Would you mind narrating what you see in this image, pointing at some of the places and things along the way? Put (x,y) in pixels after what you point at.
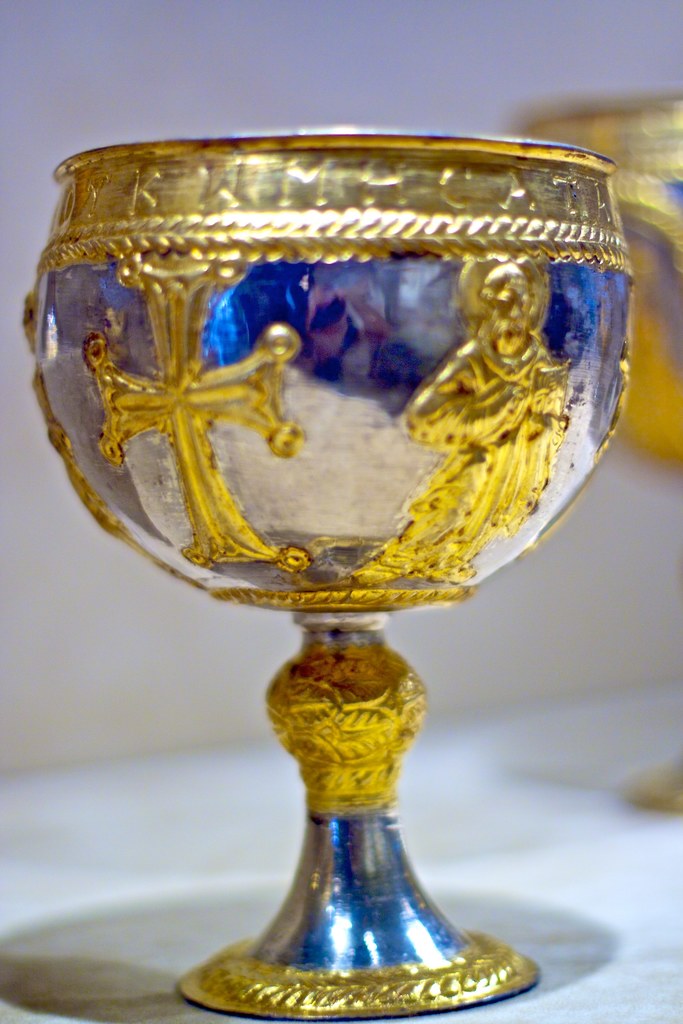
In this image we can see vessels (392,839) placed on the table (115,976). In the background (370,34) there is a wall (143,621).
